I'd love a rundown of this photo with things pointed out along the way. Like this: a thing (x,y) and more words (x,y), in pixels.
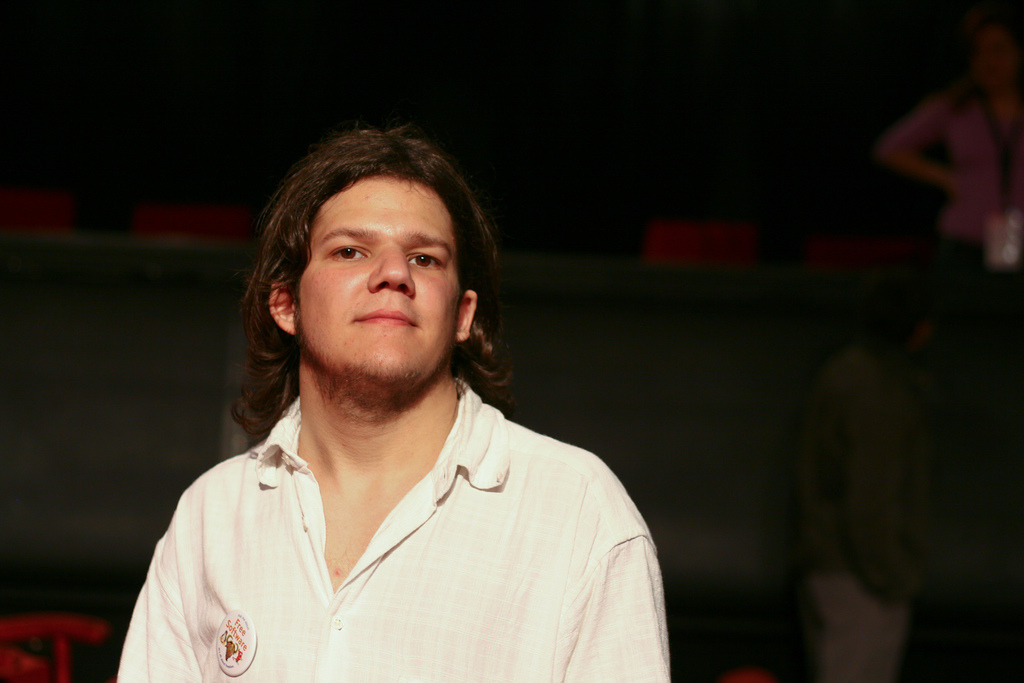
There is a man (243,543) wore shirt (279,574) and badge (233,670). In the background (889,475) it is dark and we can see people (863,409).
